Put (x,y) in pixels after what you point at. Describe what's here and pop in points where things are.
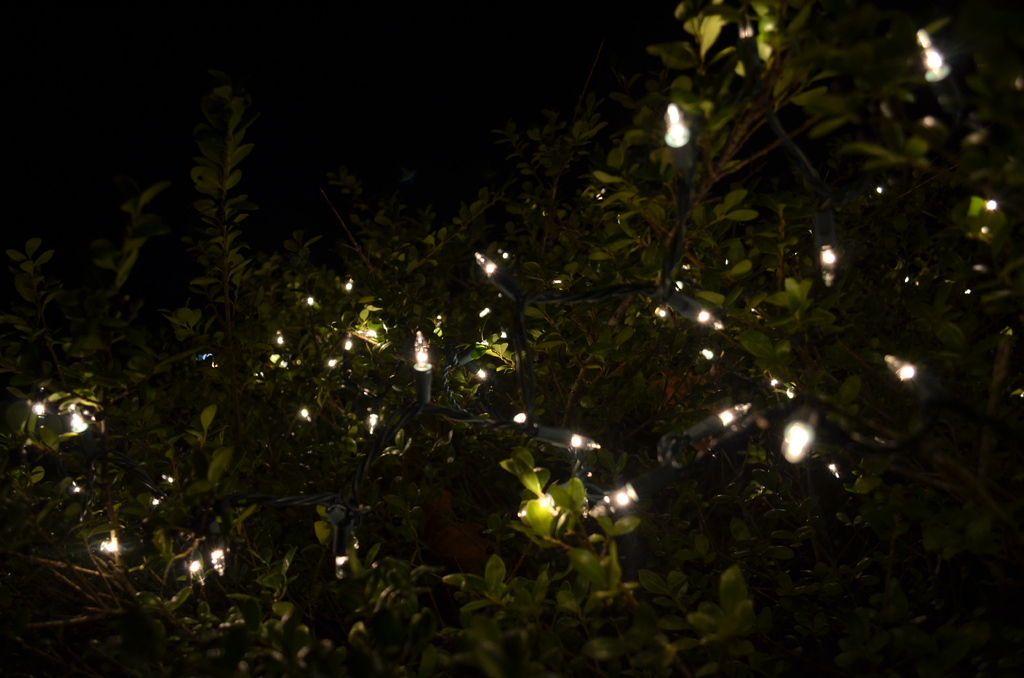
In this image I can see few trees (750,345) and lights (732,412). Background (405,16) is in black color.
